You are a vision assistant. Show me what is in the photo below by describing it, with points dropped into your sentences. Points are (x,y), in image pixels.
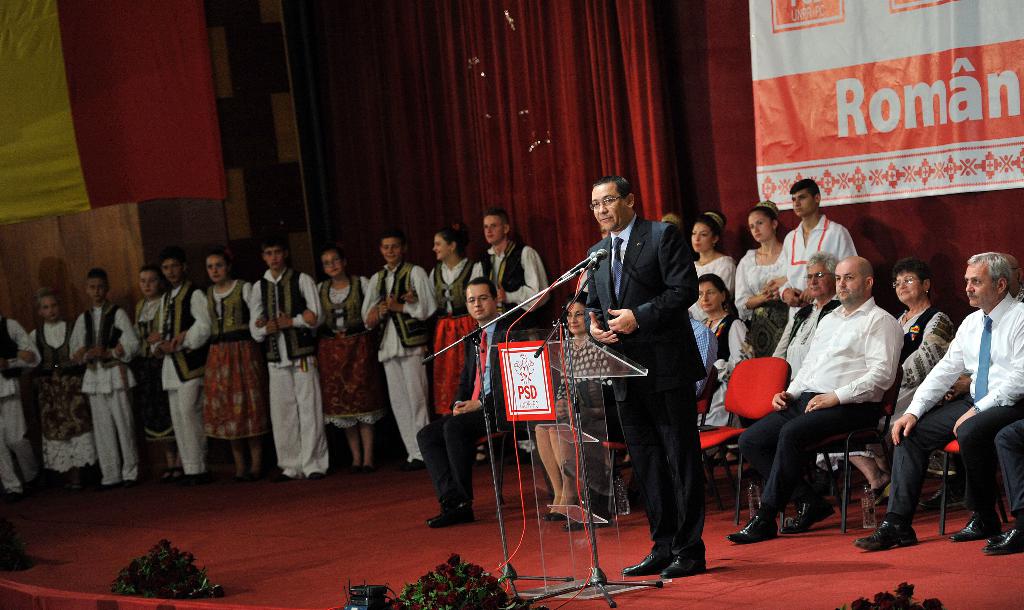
In the picture we can see a person (690,478) standing on the red carpet (838,493) and giving a speech in the microphone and he is wearing a blazer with tie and shoes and behind him we can see some people (862,310) are sitting on the chairs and beside them, we can see some people (105,358) are standing with same dress code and behind them we can see a curtain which is red in color and some banner (799,97) with the name roman (964,93) on it.
